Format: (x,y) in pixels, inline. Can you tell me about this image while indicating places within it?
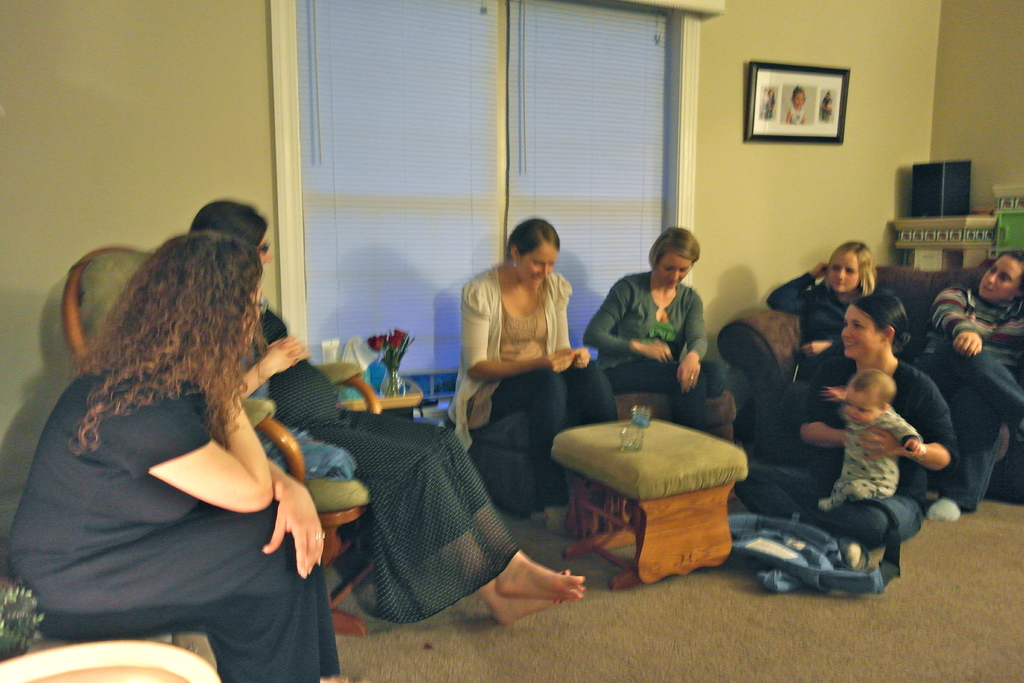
There is a group of persons (455,393) sitting on the chairs (911,273) as we can see in the middle of this image (646,289). There is a table (646,503) at the bottom of this image (659,497) and there is a wall (64,165) in the background (800,175). There is a photo frame (821,101) attached to it. We can see a window (457,163) at the top of this image (525,121).
